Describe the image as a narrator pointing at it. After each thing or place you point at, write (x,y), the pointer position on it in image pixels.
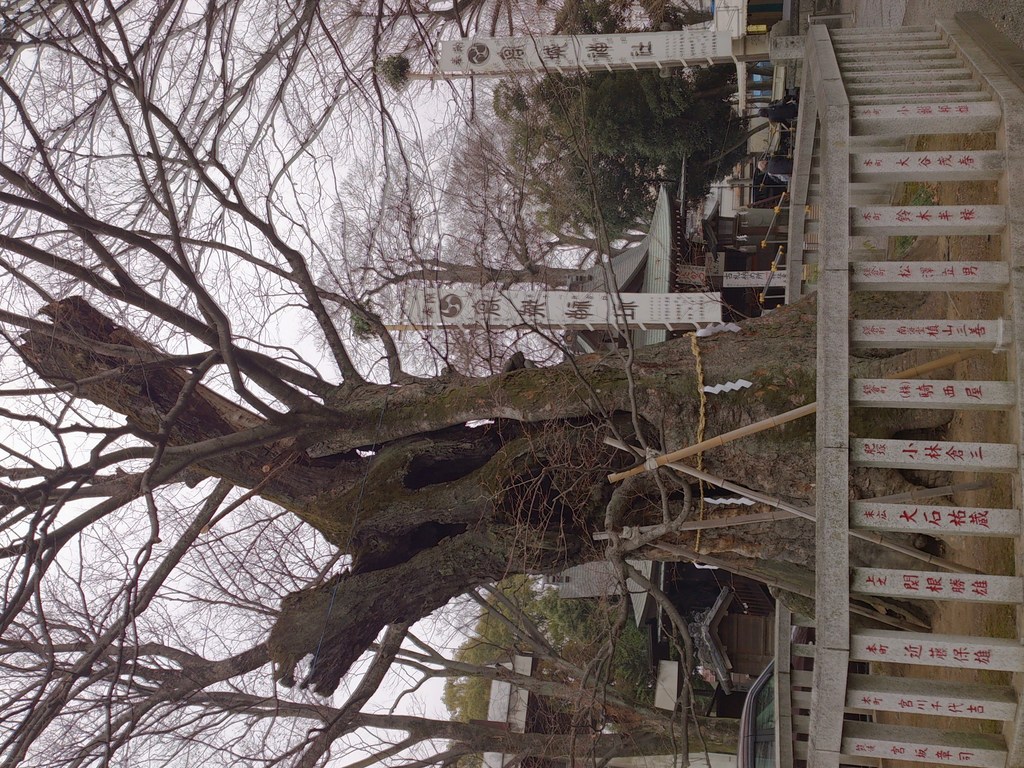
In this image I can see the stone railing (939,452) beside a tree (876,483) which is brown in color. In the background (279,107) I can see few buildings (696,261), few trees (720,135) and the sky (269,121).
